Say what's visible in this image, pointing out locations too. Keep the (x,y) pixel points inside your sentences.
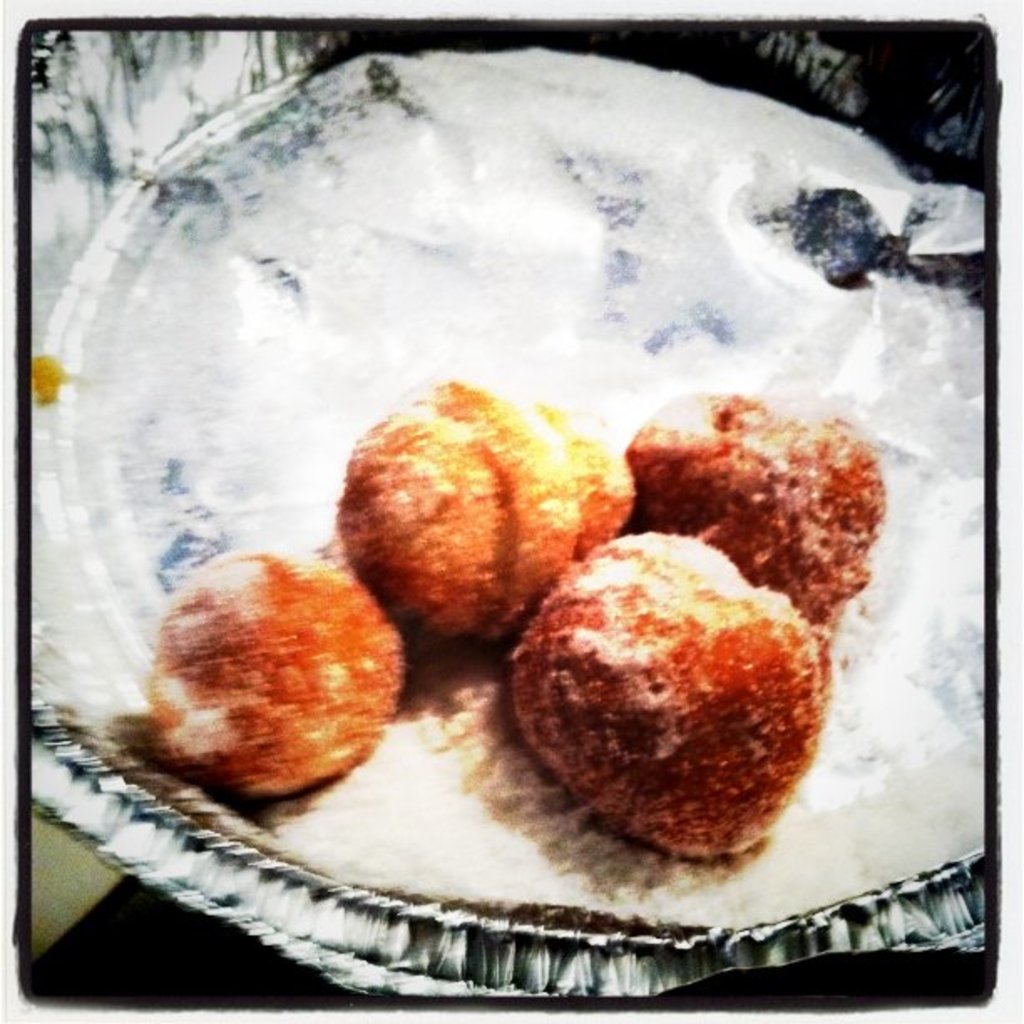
In this image, I can see a foil pan (506,707) with a food item (530,707) on it.
